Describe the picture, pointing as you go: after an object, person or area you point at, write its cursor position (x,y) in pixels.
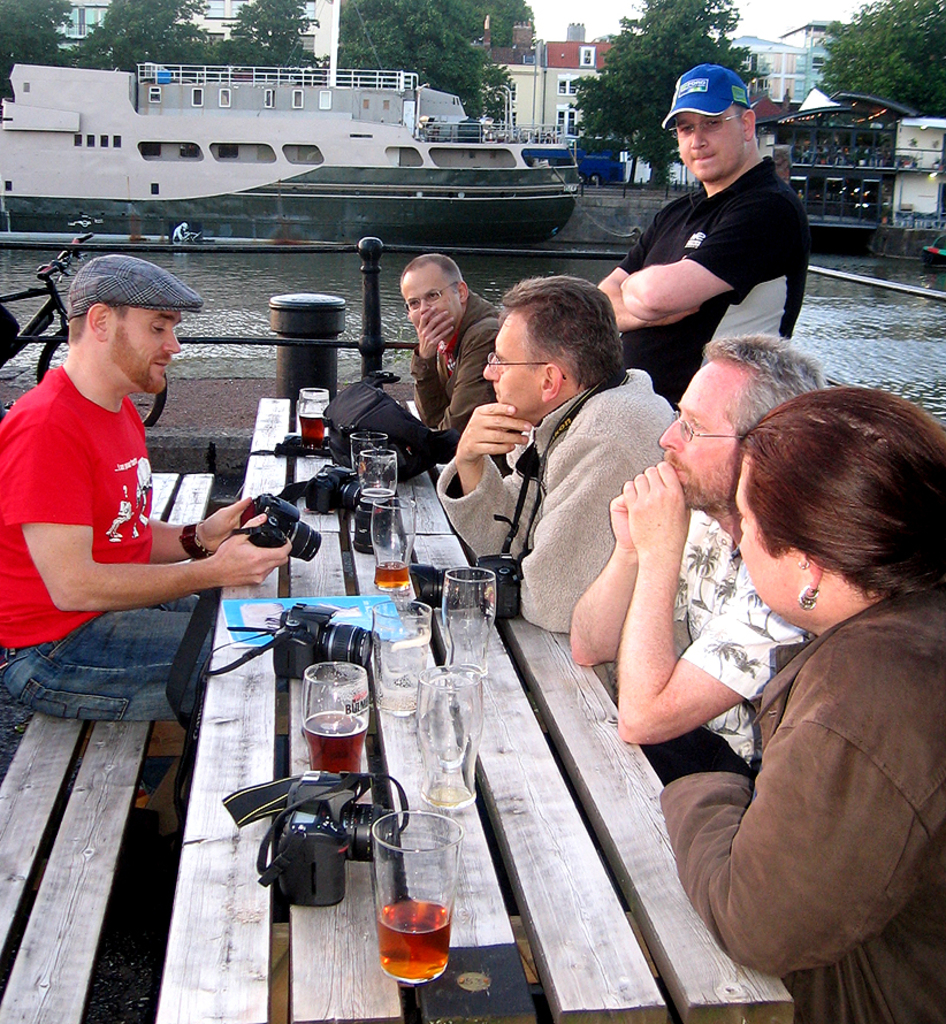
In this picture we can observe a table (296,711) and a bench (85,824). There are some cameras (298,815), glasses (379,492) and a bag (365,411) placed on the table (271,722). We can observe some men (644,521) sitting around the table (406,722). We can observe a railing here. There is a ship (242,173) on the water (254,284). In the background (578,94) there are buildings (511,52) trees (450,48) and a sky (753,19).
